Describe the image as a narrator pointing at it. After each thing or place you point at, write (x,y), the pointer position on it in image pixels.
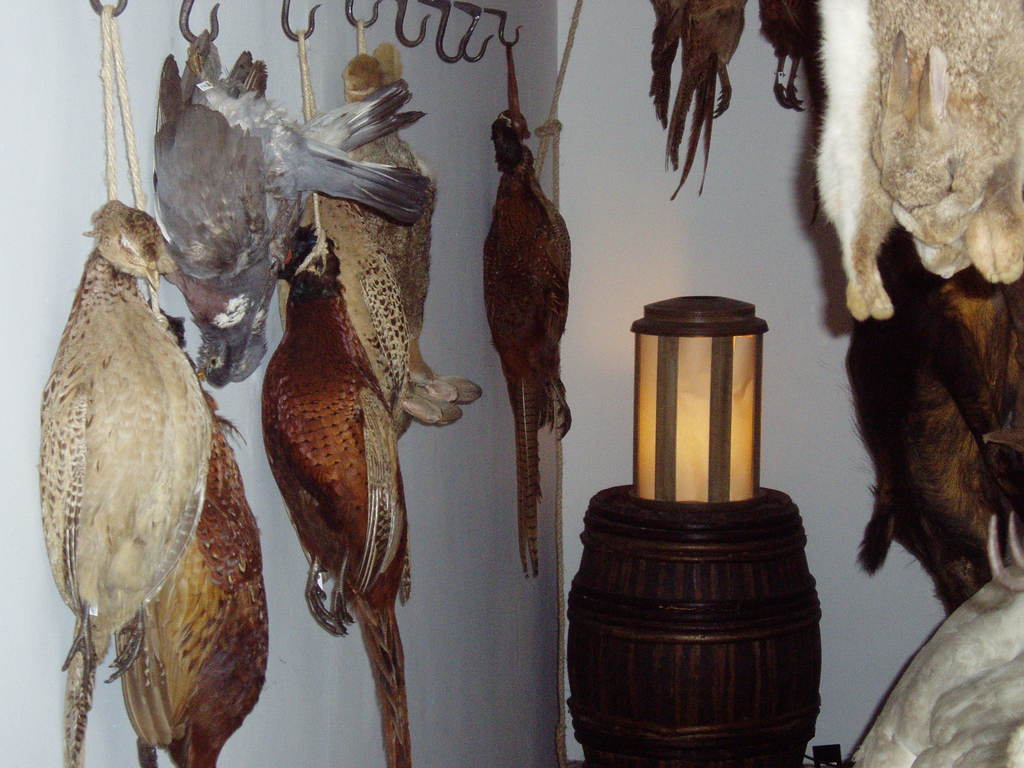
In the picture I can see the birds (522,284) hung to the hook stand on the left side (291,34). I can see a wooden drum (712,663) and there is a lamp (695,441) on it. I can see the animals (898,376) hung on the right side (909,424).
